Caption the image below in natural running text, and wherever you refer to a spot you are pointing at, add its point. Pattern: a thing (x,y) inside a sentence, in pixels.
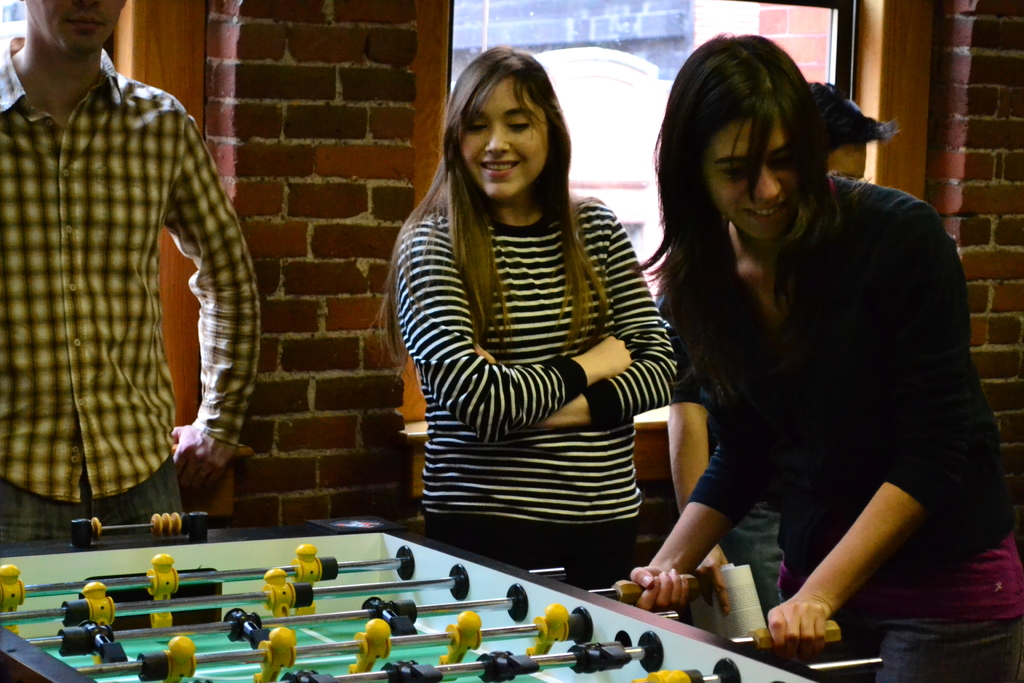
In this picture there are people (519,160) standing, among them there is a woman (834,443) playing a game. In the background of the image (265,87) we can see bricks wall (304,52) and glass window (790,7), through this glass window (797,42) we can see wall (638,84).
